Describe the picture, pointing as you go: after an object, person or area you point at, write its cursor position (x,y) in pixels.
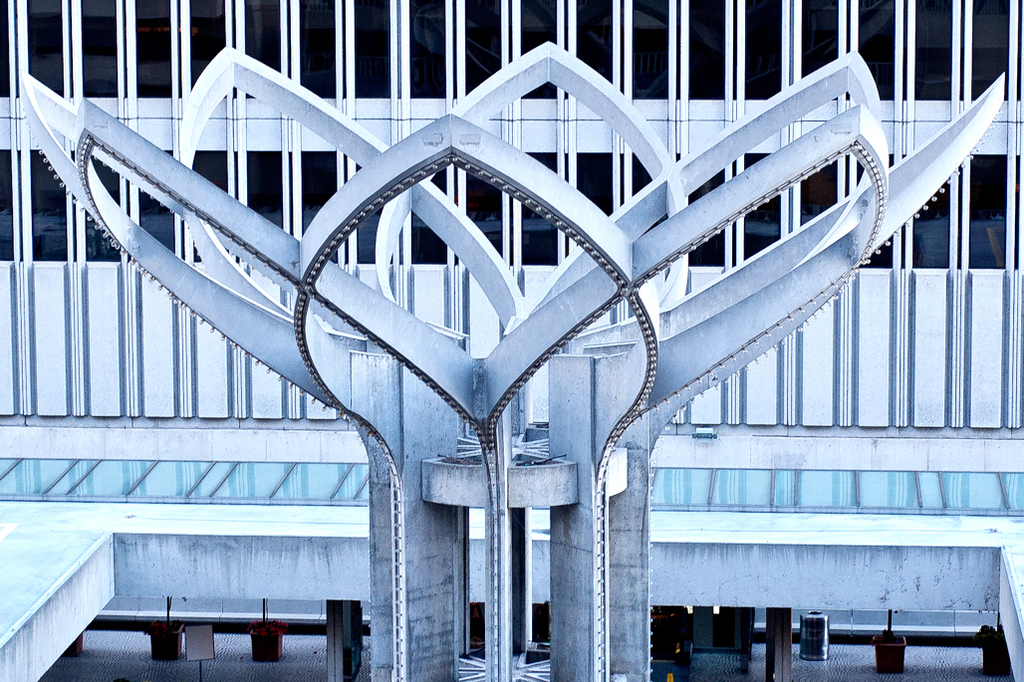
In the image I can see a sculpture (267,297) which is in the shape of a flower and behind there are some grills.
